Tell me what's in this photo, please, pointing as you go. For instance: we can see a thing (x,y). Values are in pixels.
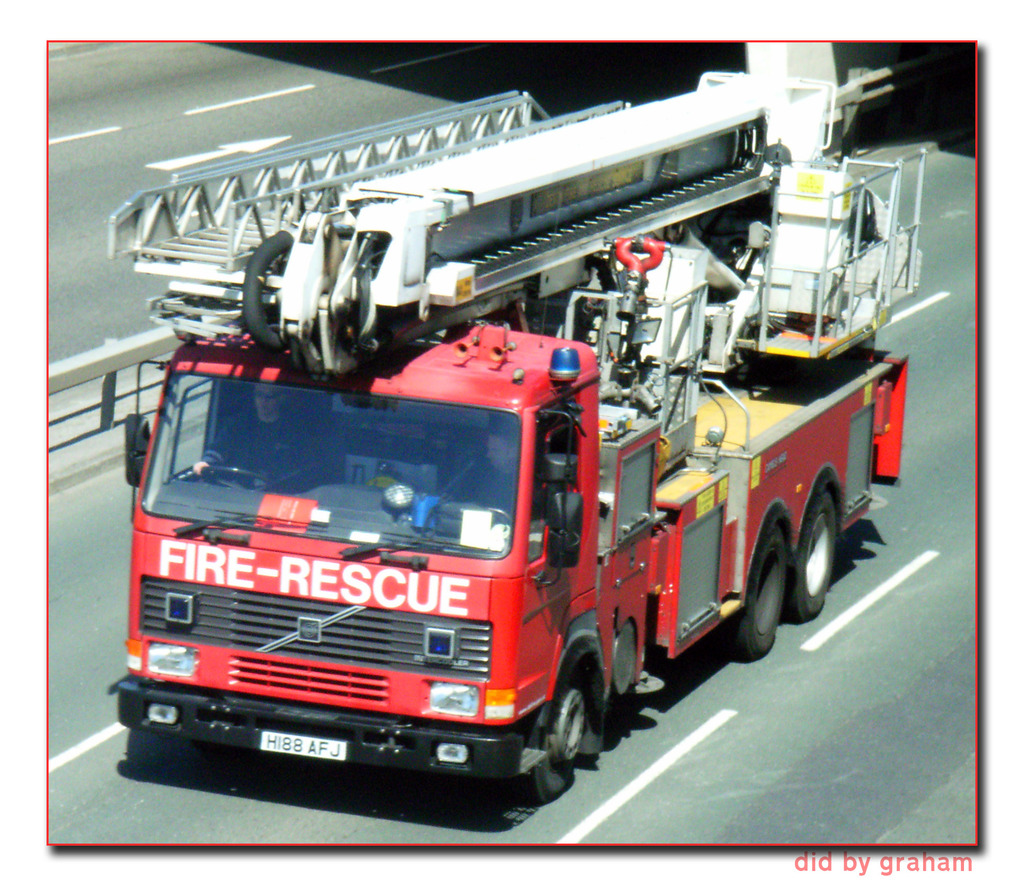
In this image we can see a person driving a fire engine (415,511) on the road (59,820), and also we can see a railing (92,357).
